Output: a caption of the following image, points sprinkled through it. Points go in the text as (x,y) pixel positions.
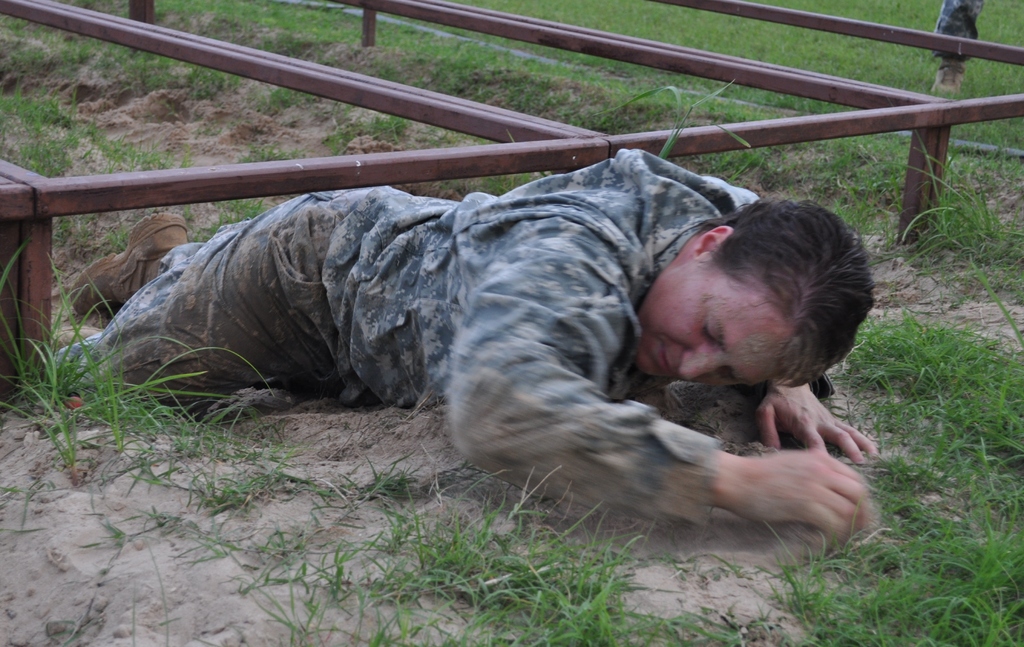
In this image we can see a person (191,294). He is wearing uniform (399,287). At the bottom (461,602) there is grass (472,594) and we can see sand (139,557). In the background (96,177) there are rods (41,192).
